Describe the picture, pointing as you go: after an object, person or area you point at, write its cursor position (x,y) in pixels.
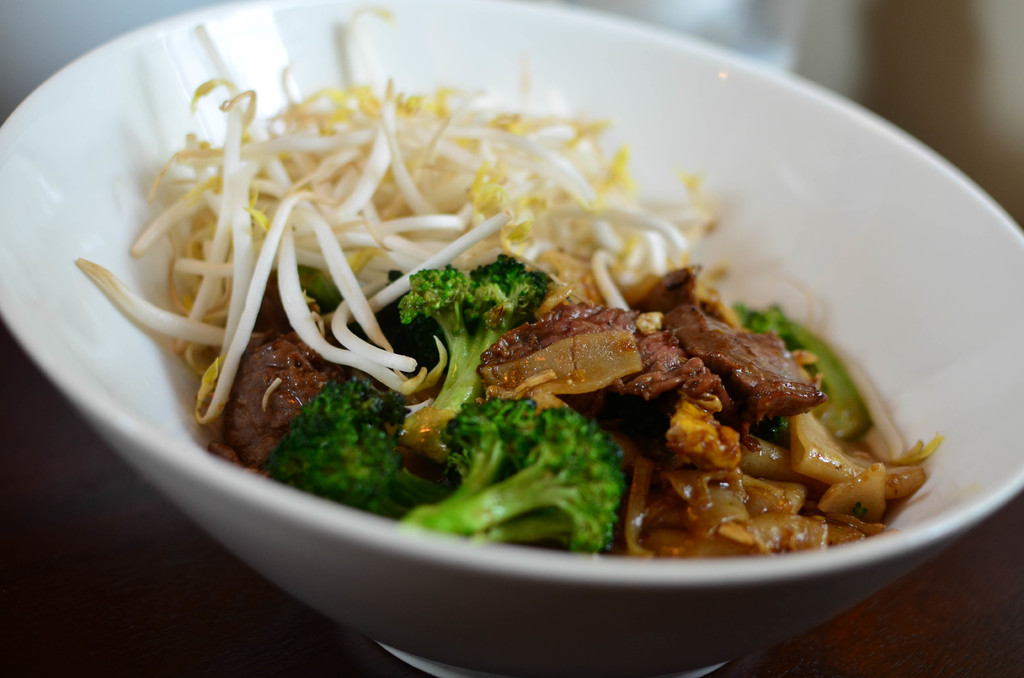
In this picture I can see the meat (735,348), broccoli (449,301), noodles (635,470) and other objects (369,196) in the bowl (908,202). This bowl (900,191) is kept on the table (201,655).
